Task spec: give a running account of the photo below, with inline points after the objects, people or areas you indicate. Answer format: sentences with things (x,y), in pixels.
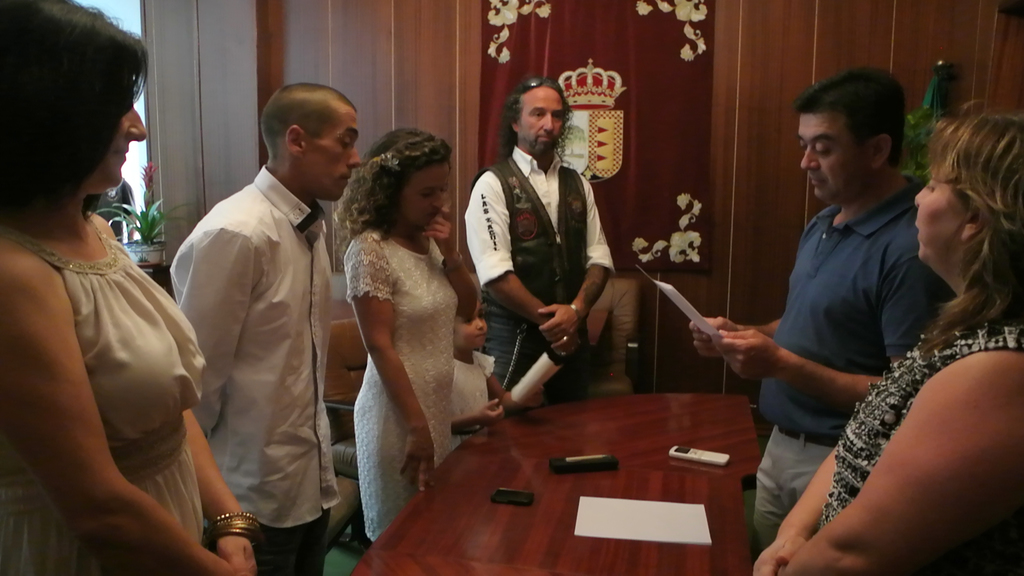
This is the picture of a room (697,248). In this image there are group of people (445,264) standing and the person (912,303) with blue t-shirt (886,265) is standing and holding the paper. There is a remote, paper (641,503) and objects (571,462) on the table (597,433). At the back (710,232) there is a cloth (652,128) and there is a wall (989,40). On the left side of the image (338,456) there are chairs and there is a plant (139,253).
